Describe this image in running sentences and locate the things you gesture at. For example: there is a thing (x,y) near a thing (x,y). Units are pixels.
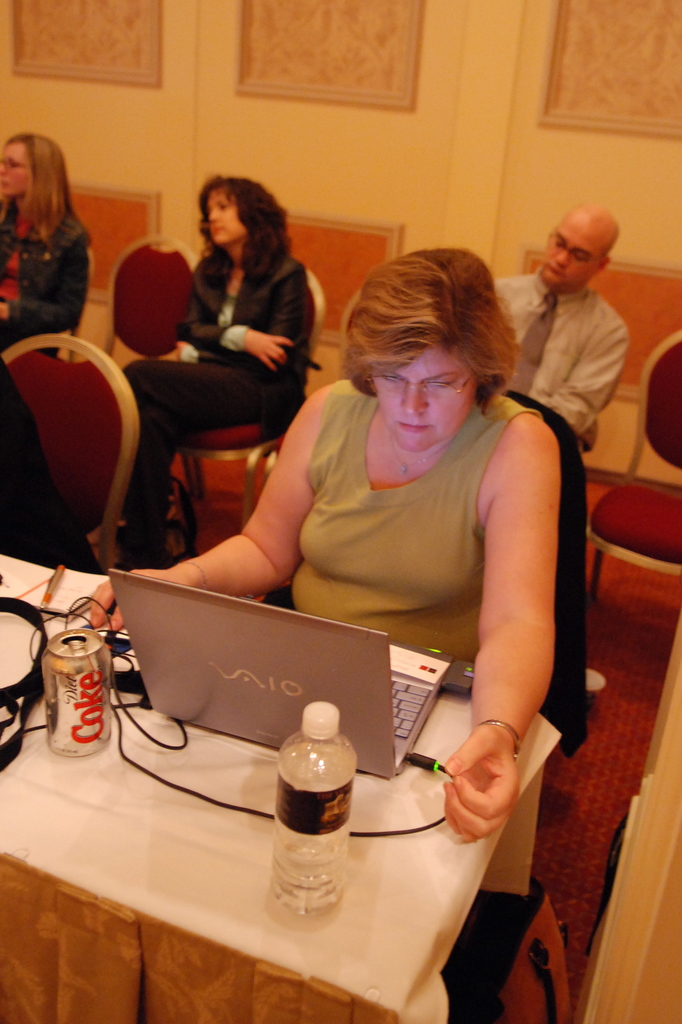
In this image there is a woman (362,550) wearing spectacles (428,387) is sitting on the chair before a table (42,930) having laptop (227,707), bottle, coke can (74,734) and a pen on it. Beside to her there is a person (11,472) sitting on the chair (34,396). Backside of them there are three persons (58,170) sitting on a chair (310,341). Background of the image (660,4) there is a wall (40,9).
